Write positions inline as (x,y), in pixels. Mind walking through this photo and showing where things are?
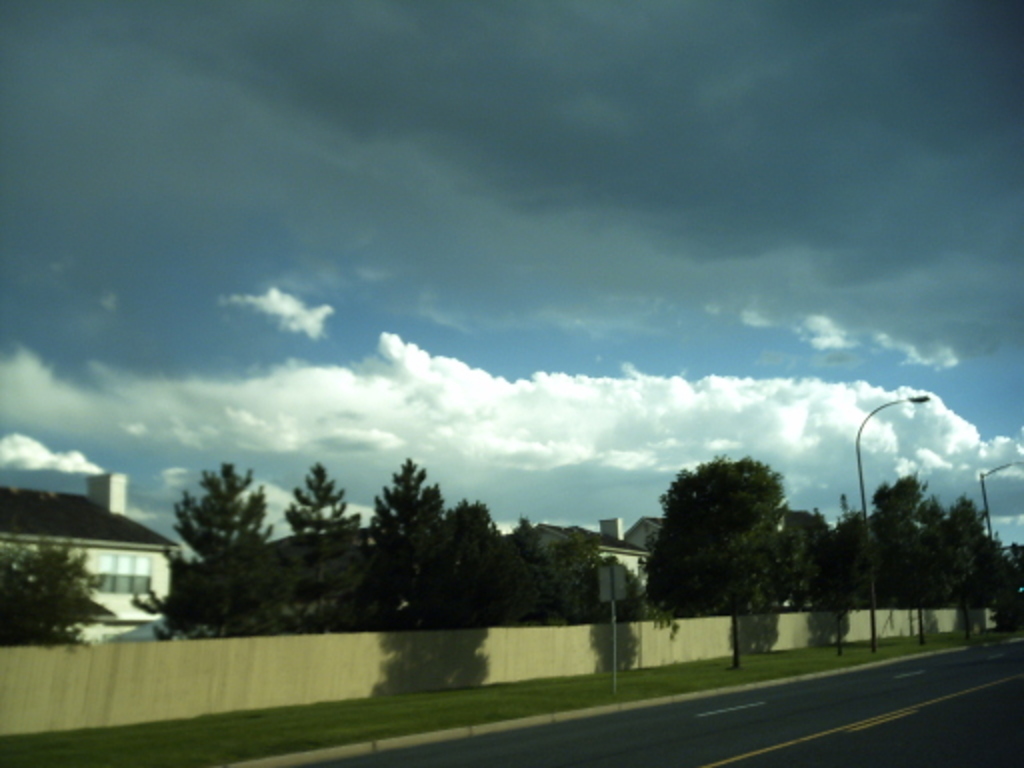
There are trees (788,557) and houses (102,528), this is road (857,715) and a sky (721,228).
